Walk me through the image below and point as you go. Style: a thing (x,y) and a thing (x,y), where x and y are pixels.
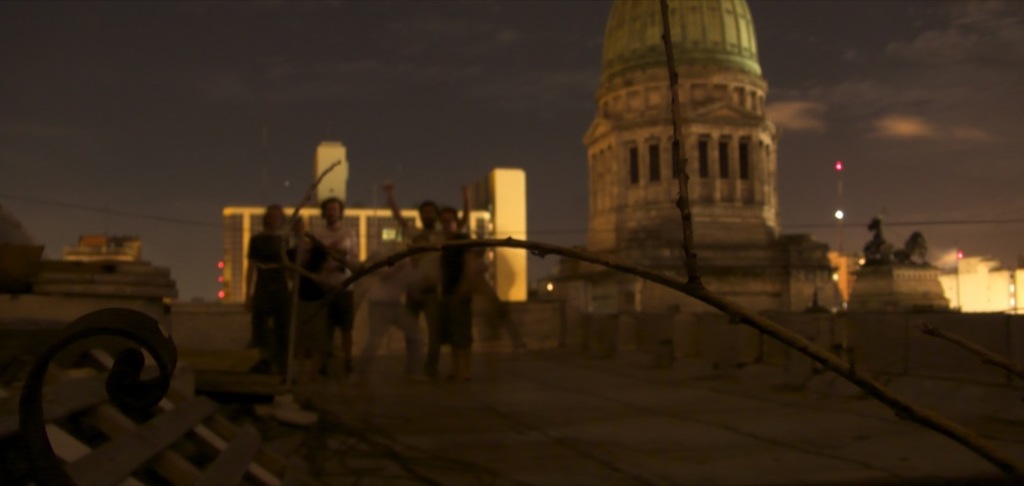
In this image I can see group of people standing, background (790,292) I can see few buildings (753,274) in white and cream color and I can see few lights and I can also see the sky (405,77).
